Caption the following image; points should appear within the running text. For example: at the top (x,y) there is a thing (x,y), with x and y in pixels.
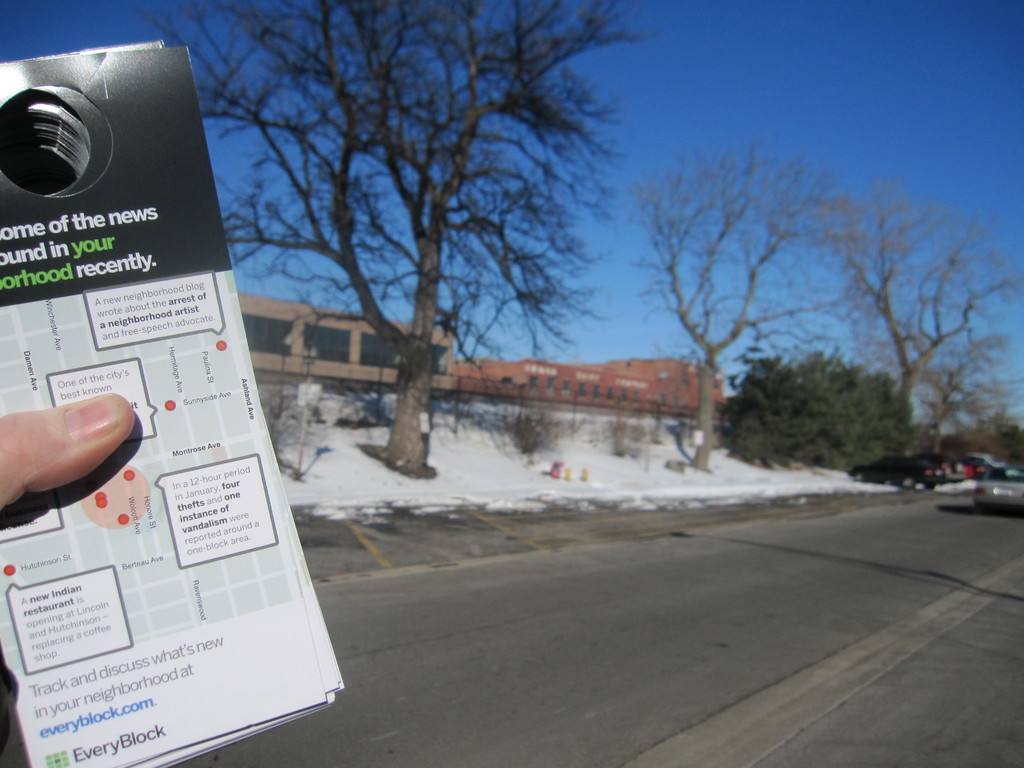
In this image I can see a finger (81,420) of a person (86,411) and I can see number of cards (178,336). On this card (204,617) I can see something is written. In the background (617,602) I can see a road (781,592), shadows (941,572), number of trees (736,398), few buildings (685,380), the sky (721,251) and few vehicles (856,470).
